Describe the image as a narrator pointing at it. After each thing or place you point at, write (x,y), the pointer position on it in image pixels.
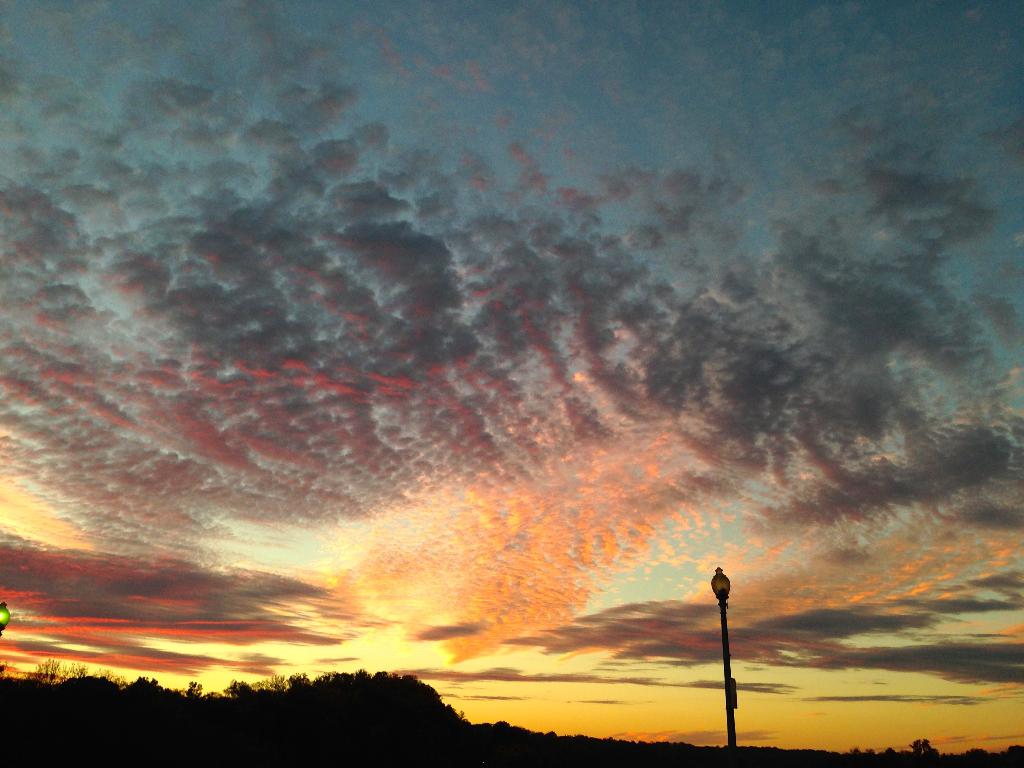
This image is taken during the sunset, where we can see there is a pole (734,704) on the right side (723,641). On the left side (155,715) bottom there are trees (336,708). At the top (558,169) there is the sky (511,264).
